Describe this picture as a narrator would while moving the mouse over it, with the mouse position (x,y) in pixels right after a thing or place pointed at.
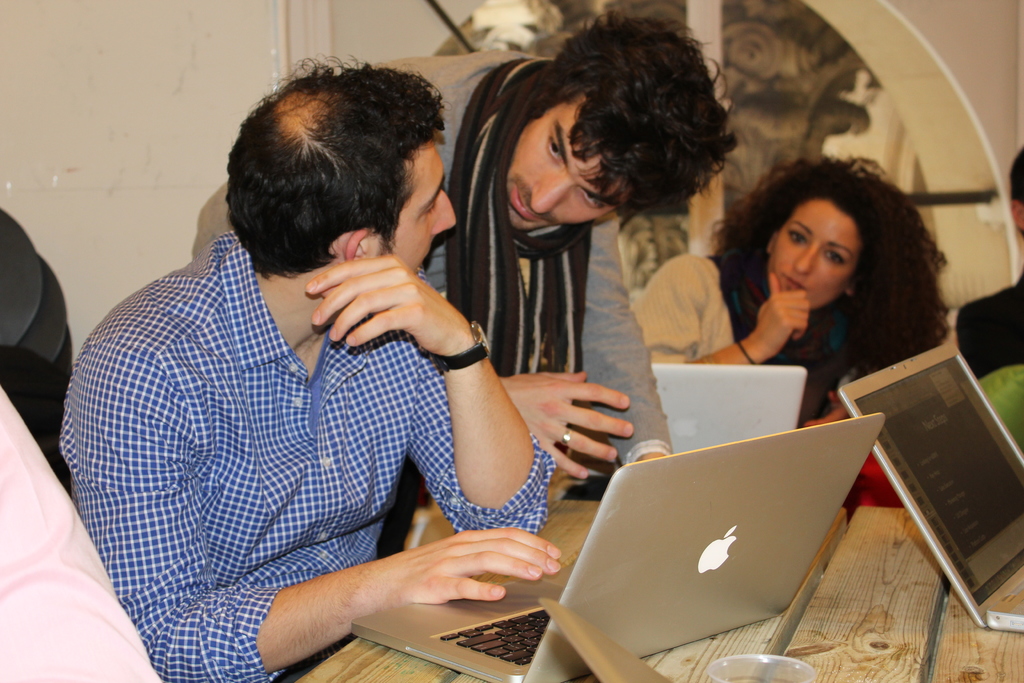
In this image I can see people (186,413) where few of them are sitting and one is standing. On this table (911,589) can see few laptops (766,619) and a glass (717,670).
